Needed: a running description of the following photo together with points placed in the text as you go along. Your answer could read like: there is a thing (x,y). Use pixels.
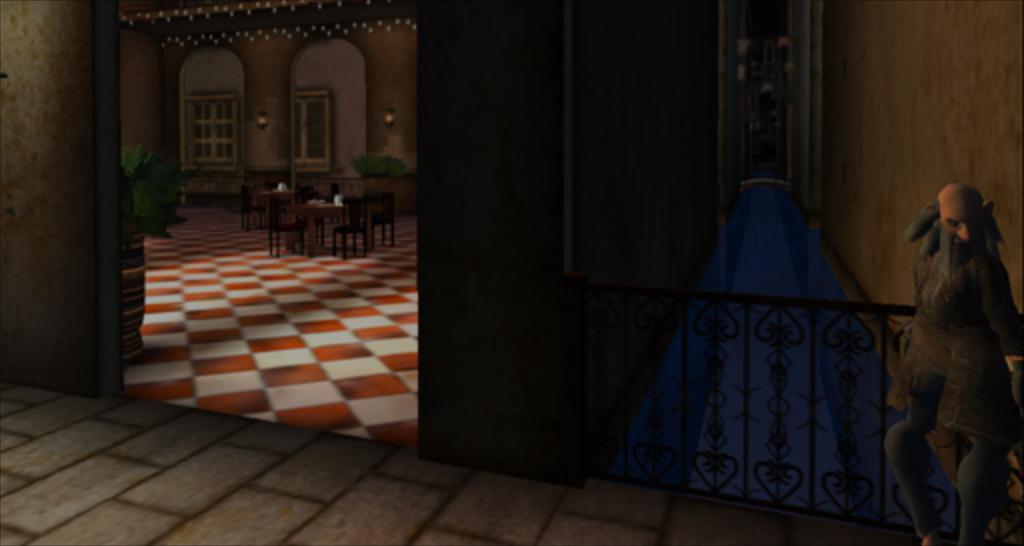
In this image I can see the statue (931,329) of the person (905,364). To the side of the statue (964,354) I can see the railing (697,309). To the left (294,221) I can see the many tables (314,237) and chairs (355,232). I can also see the plant (150,194) to the side. In the background (225,184) I can see some lights (262,117) to the wall (183,113).
